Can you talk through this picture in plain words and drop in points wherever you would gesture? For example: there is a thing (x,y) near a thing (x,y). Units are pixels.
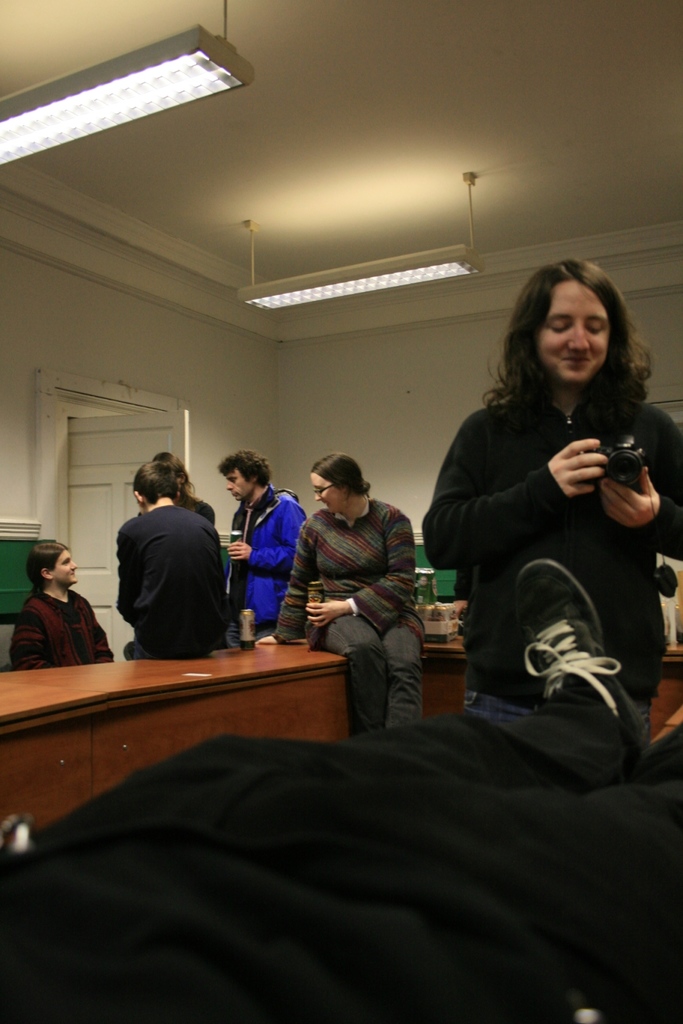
In the image we can see there are people (559,464) who are standing and a woman (361,638) is sitting on the table (145,676) and the woman (350,642) is holding can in her hand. On the top (155,82) there are lightings (337,291) and the wall (42,278) is in white colour.
